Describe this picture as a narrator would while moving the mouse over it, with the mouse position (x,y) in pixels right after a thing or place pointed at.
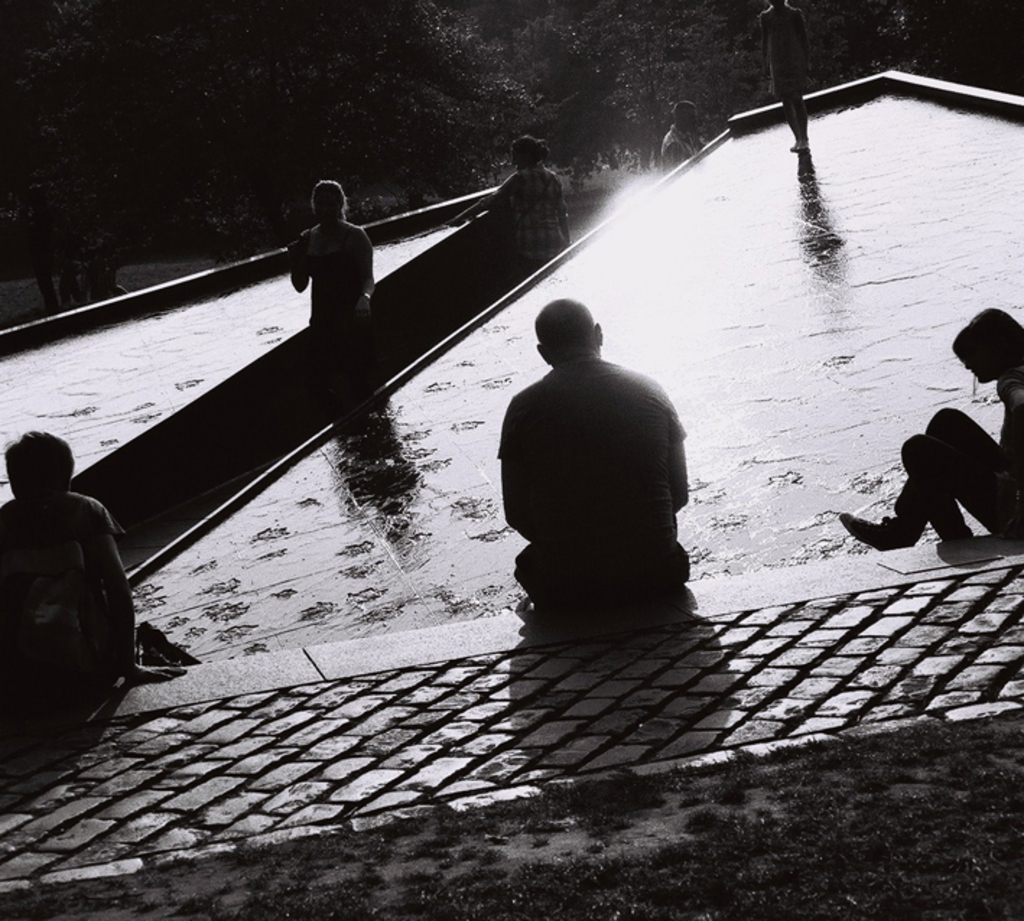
In this image there are three people (33,538) sitting on a concrete platform (331,555), in front of them there is a person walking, beside the concrete structure (435,329), there are three other people (561,232) walking, in the background of the image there are trees (467,92).
